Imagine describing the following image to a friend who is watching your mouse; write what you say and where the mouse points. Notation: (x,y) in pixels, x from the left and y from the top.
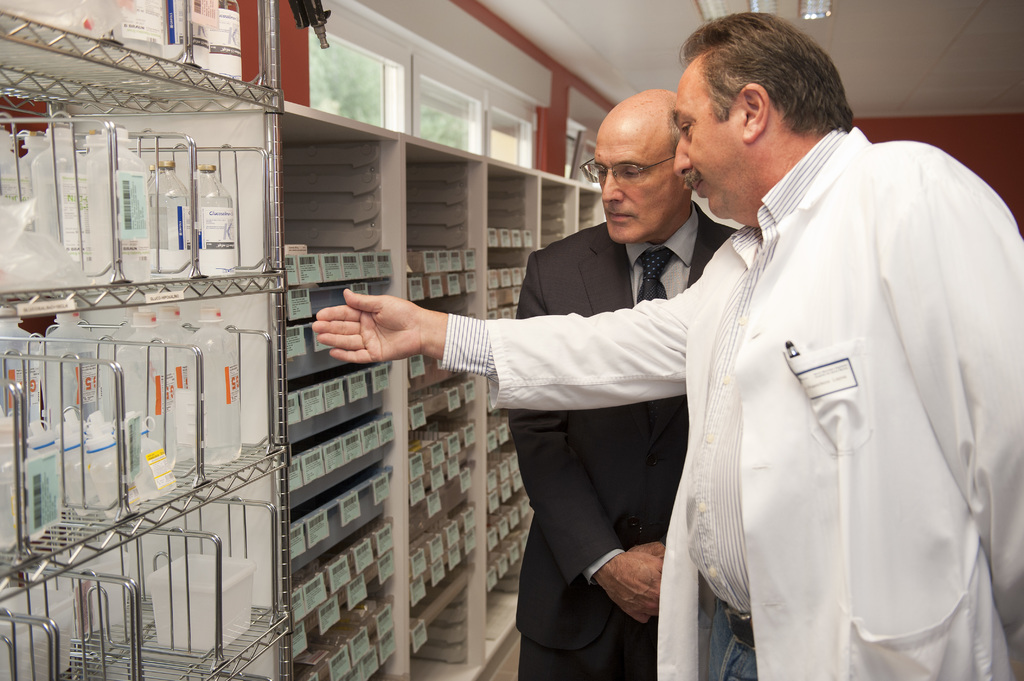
The man (826,419) in a white shirt (703,500) who is wearing an apron (690,487) is standing beside the man (585,310) who is wearing a black blazer (580,434) and spectacles (592,173). In front of them, we see a rack (81,543) in which saline bottles (181,408) and medicines (353,385) are placed. At the top of the picture (478,145), we see windows (414,101) and the ceiling (670,67) of the room (586,88). This picture is clicked in the medical hall (653,71).
